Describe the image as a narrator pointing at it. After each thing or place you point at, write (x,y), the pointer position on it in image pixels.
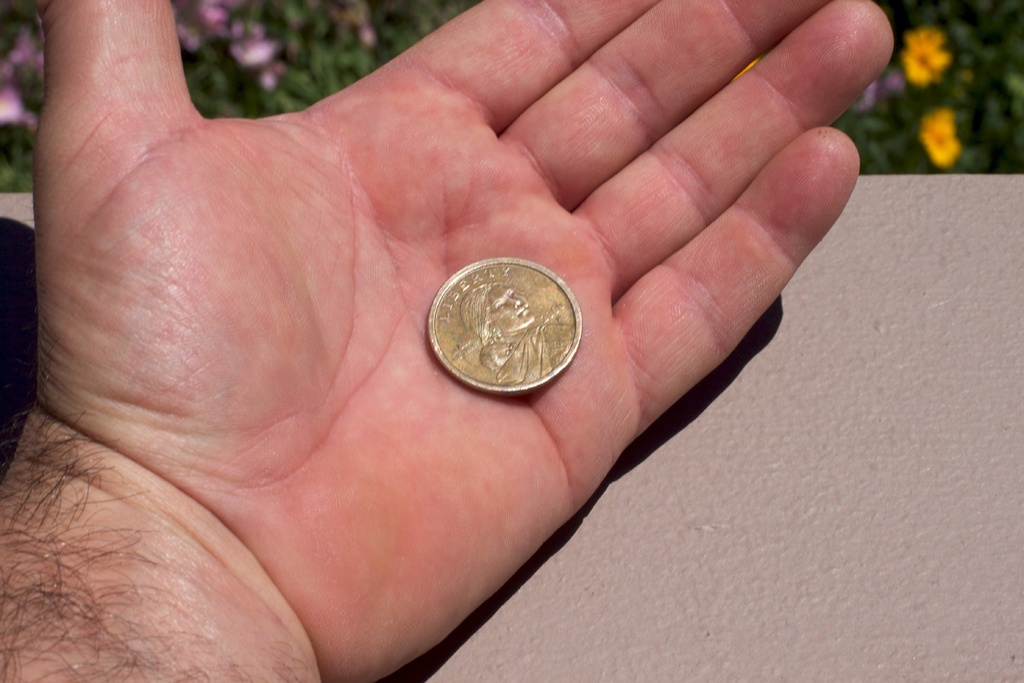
In this image there is some person (278,245) holding a liberty coin (504,305) in his hand (337,506) and the hand (695,264) is placed on the surface (767,520). In the background (925,31) there are some flower plants (741,74).
